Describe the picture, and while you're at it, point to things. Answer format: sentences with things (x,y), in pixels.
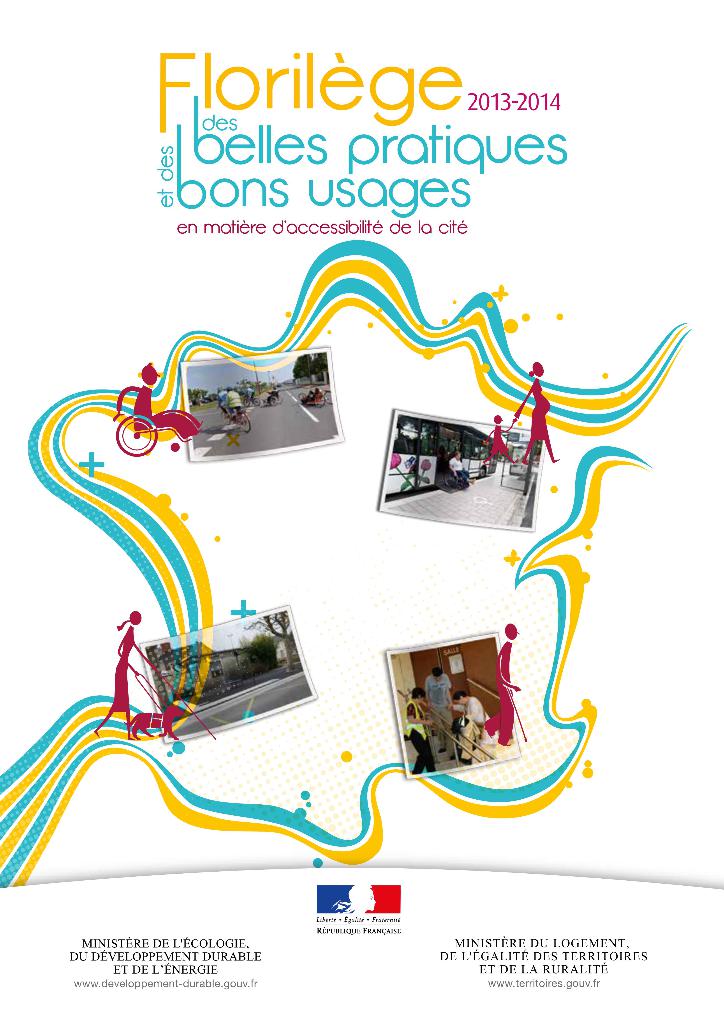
In this image, we can see a poster (445,676) with some images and text (546,985).
